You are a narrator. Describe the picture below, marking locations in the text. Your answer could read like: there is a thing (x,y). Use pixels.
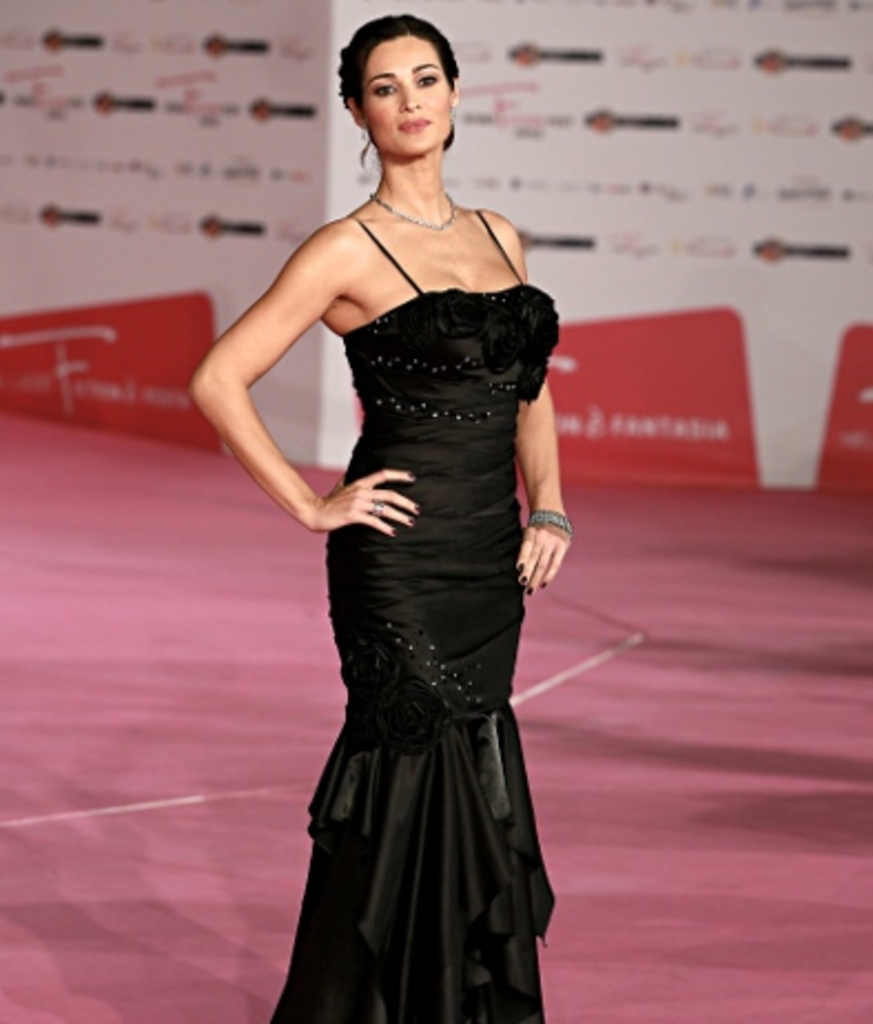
In the center of the picture (384,472) there is a woman (519,742) standing in black dress (480,617) on red carpet (828,557). In the background (223,103) there are banners (644,176).
